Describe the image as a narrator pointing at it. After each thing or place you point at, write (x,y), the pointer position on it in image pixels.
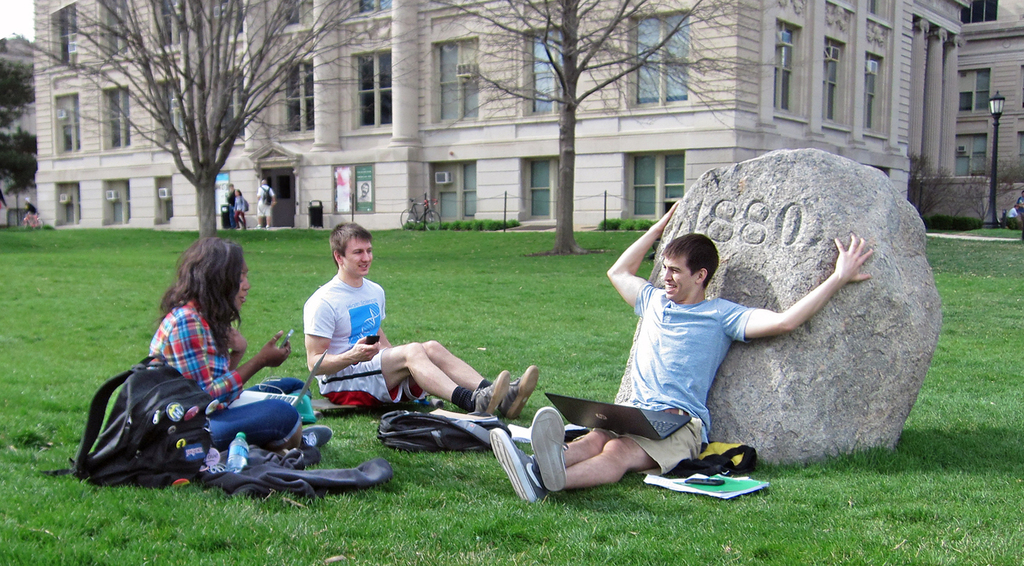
In this image there are three people (469,396) sitting on the grass (485,512) and on the grass (480,519) there are stones (896,341), books (735,494), mobile phone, water bottle (239,445) and bags (417,423). In the background (563,90) there are trees (22,79) and also buildings (507,74) and also few people (237,206). Light poles (997,97) and bicycle (425,220) are visible in this image.
